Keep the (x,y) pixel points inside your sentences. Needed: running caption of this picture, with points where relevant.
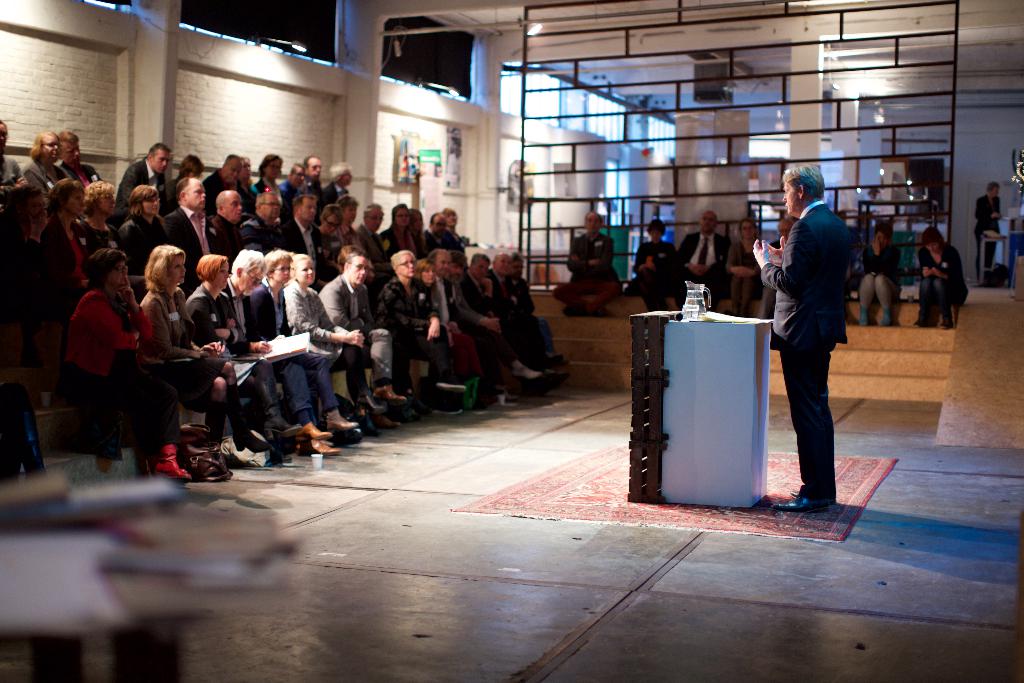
There is a person (824,365) standing. In front of him there is a stand (689,384). On that there is a jug (702,307). On the left side (197,273) there are many people (256,254) sitting. In the back (902,322) there are steps (919,356). Some people (880,245) are sitting on that. Also there is a grill (658,153). Also there is a wall (334,111) with some posters (401,139) on it.
